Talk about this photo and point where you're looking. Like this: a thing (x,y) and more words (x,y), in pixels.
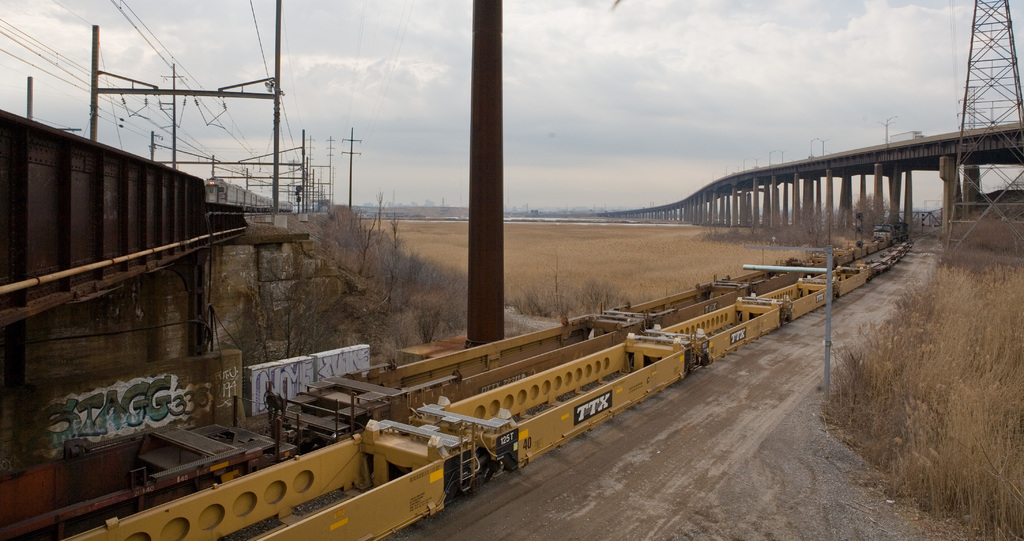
In this picture we can see metal blocks (639,328) here, there is a pole (789,267) here, at the right bottom (972,411) we can see grass (931,372), there is a bridge (949,148) here, we can see a tower (981,77) in the background (983,64), on the left side (167,111) there are some poles (279,171) and wires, we can see a train (231,198) here, there is sky (516,149) at the top of the picture (565,82).
